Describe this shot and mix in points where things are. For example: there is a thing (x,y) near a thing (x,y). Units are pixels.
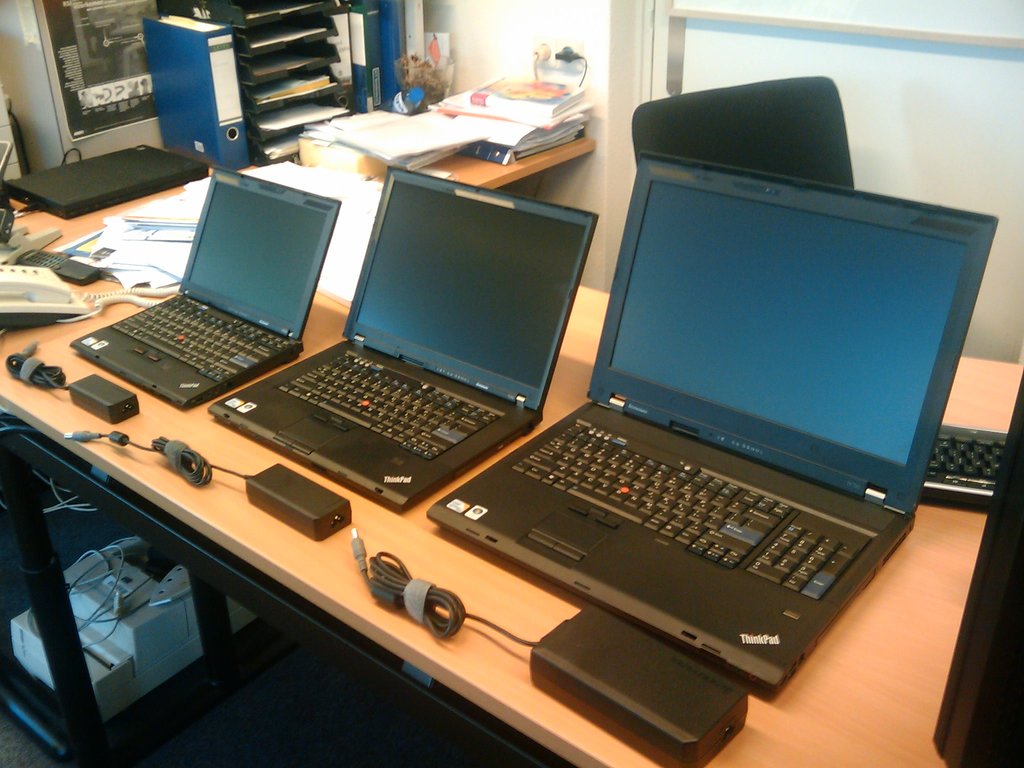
In this picture we can observe three laptops (374,367) of different sizes placed on the cream color table (935,600). We can observe chargers (298,510) in front of these three laptops (376,434). There is a black color chair (703,144). We can observe some papers (383,127) and files (379,66) on the table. In the background (465,29) there is a wall (556,18).
